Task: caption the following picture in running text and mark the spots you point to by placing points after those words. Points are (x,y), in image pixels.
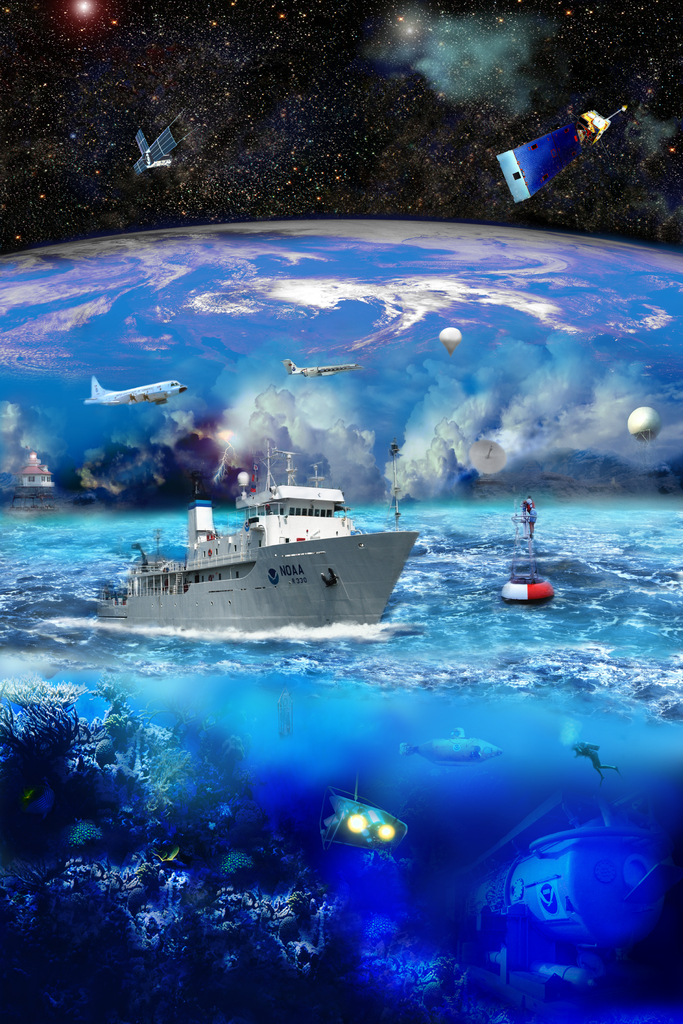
In the image we can see a ship (304,610) in the water (363,624), there is an airplane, satellite (157,138), hot air balloon (458,339), water marine (552,843), building (39,489), galaxy (389,108) and a cloudy sky (395,371).
